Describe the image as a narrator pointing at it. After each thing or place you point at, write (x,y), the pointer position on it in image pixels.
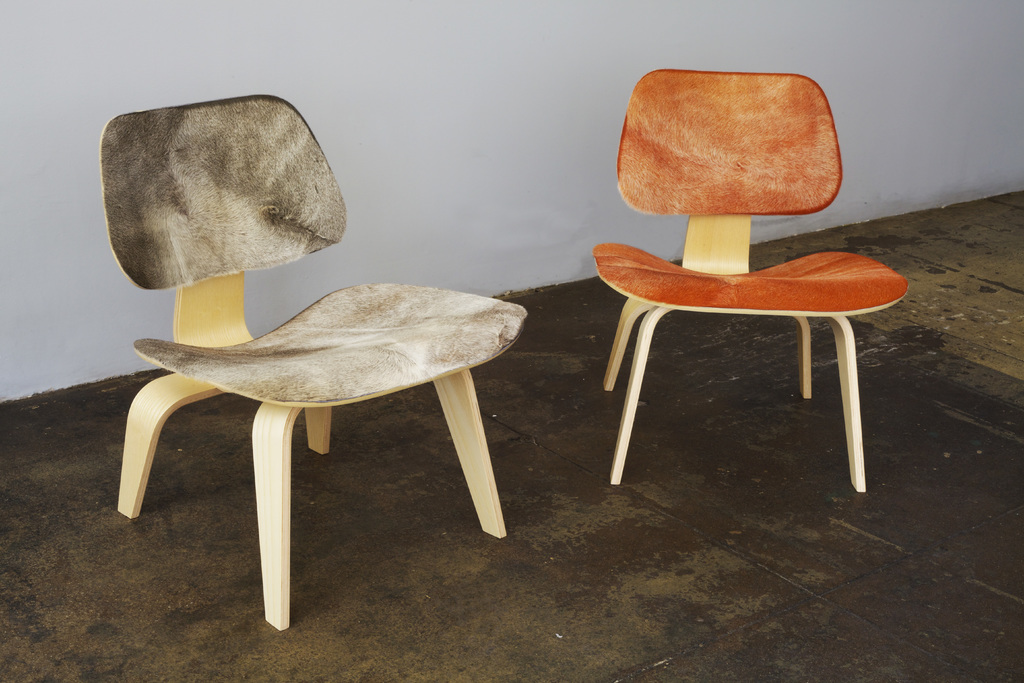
This image consists of two chairs (513,342) kept on the floor (425,593). The chairs (287,605) are made of wood (670,310). In the background (560,54), there is a wall (546,72) in white color.
